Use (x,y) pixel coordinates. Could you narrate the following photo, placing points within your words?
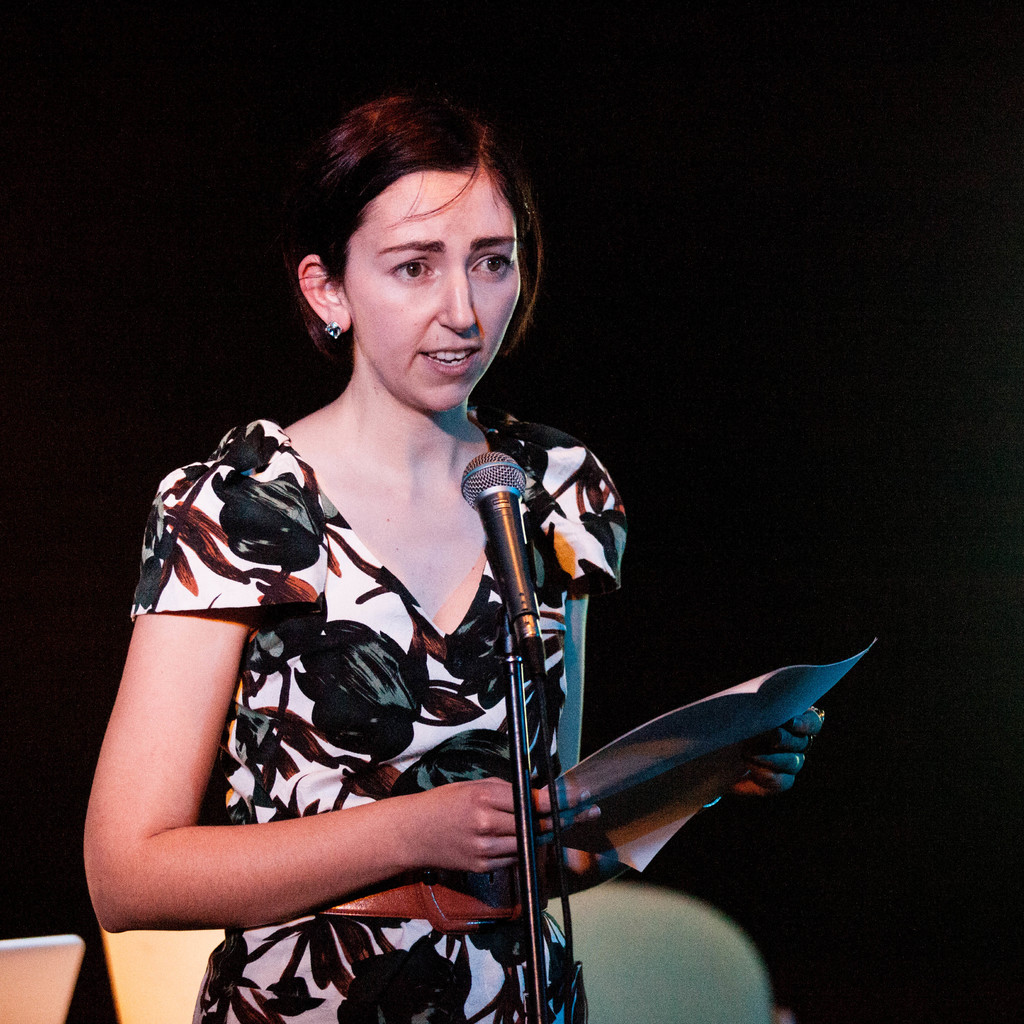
In this image there is a lady (426,743) holding a paper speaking through a microphone (536,650), the microphone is attached to the stand (516,707) and a few chairs (178,952).
